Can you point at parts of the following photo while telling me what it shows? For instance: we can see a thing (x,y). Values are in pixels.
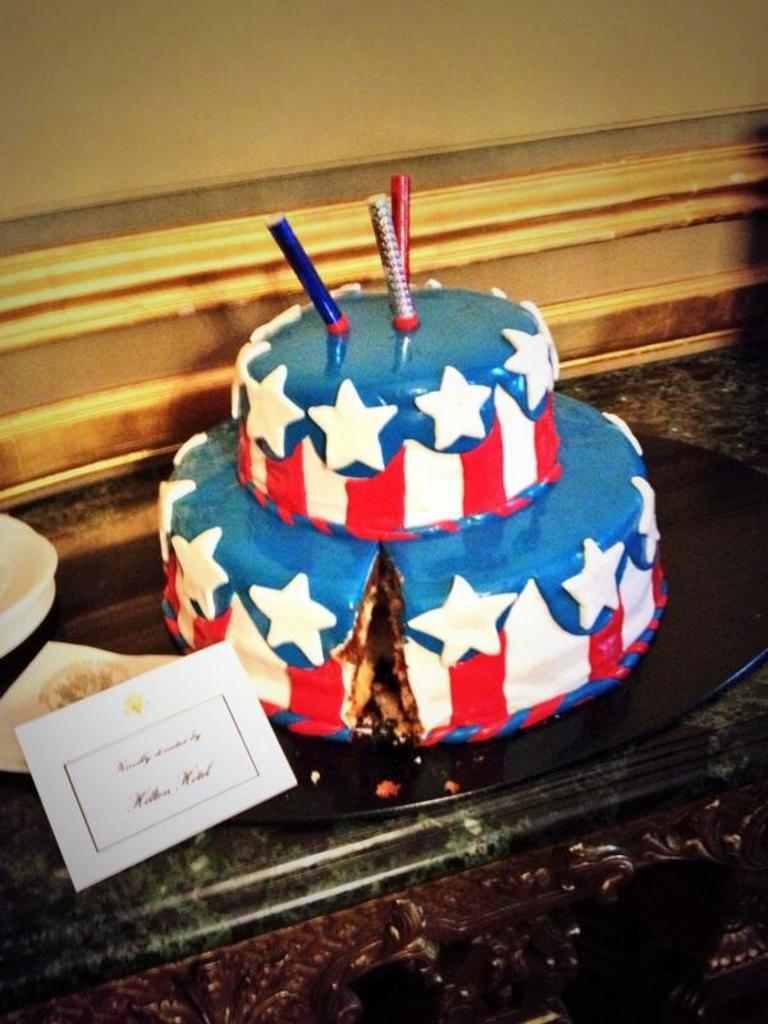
In this image I can see colorful cake (507,516), on top of cake (427,372) I can see the candle (400,278) kept on plate (305,762) and beside cake (524,511) I can see paper (108,720) and bowls (26,532) on left side (74,757), at the top (196,128) I can see the wall (571,96).
